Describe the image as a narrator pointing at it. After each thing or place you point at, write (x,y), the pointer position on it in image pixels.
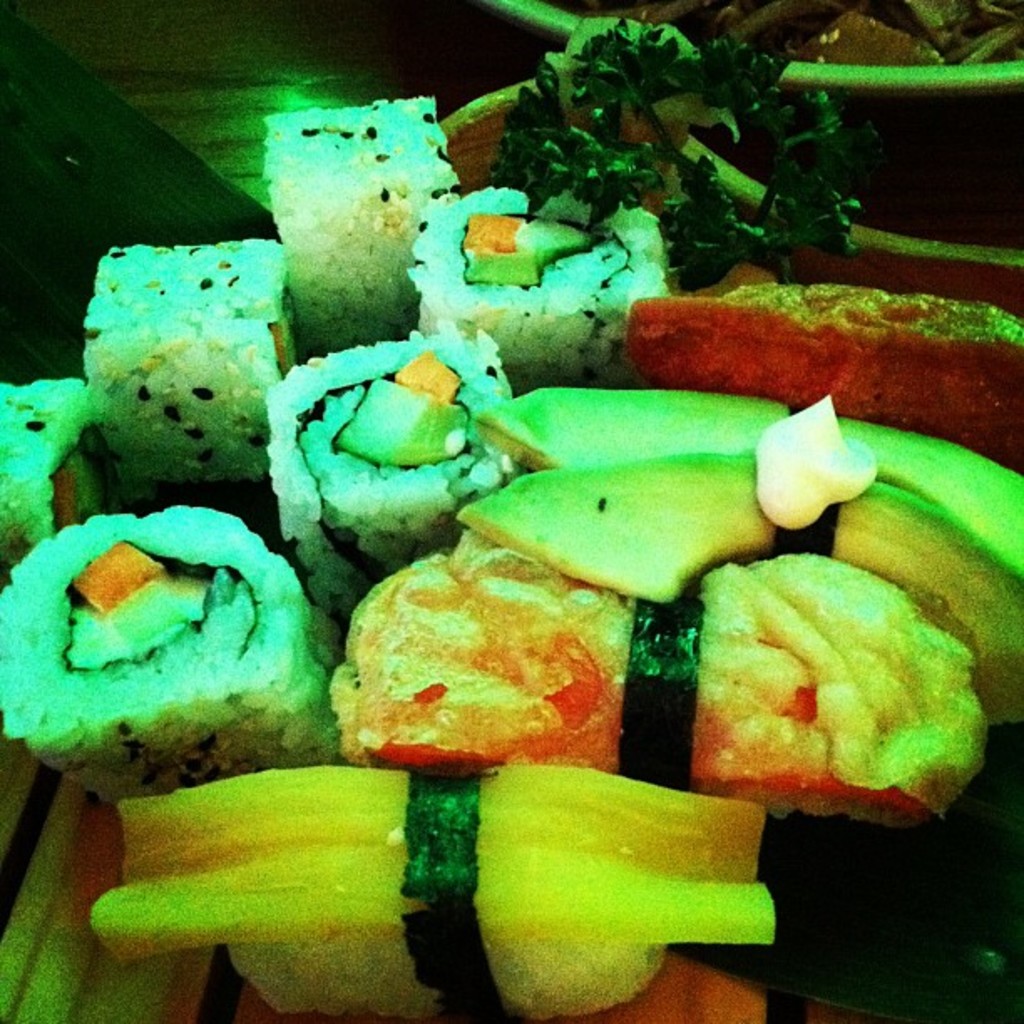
In this image, I can see sushi (365,246) and some other food items (904,374) in a bowl (883,265). This looks like a wooden board (178,60). I think there is another plate (911,88).
